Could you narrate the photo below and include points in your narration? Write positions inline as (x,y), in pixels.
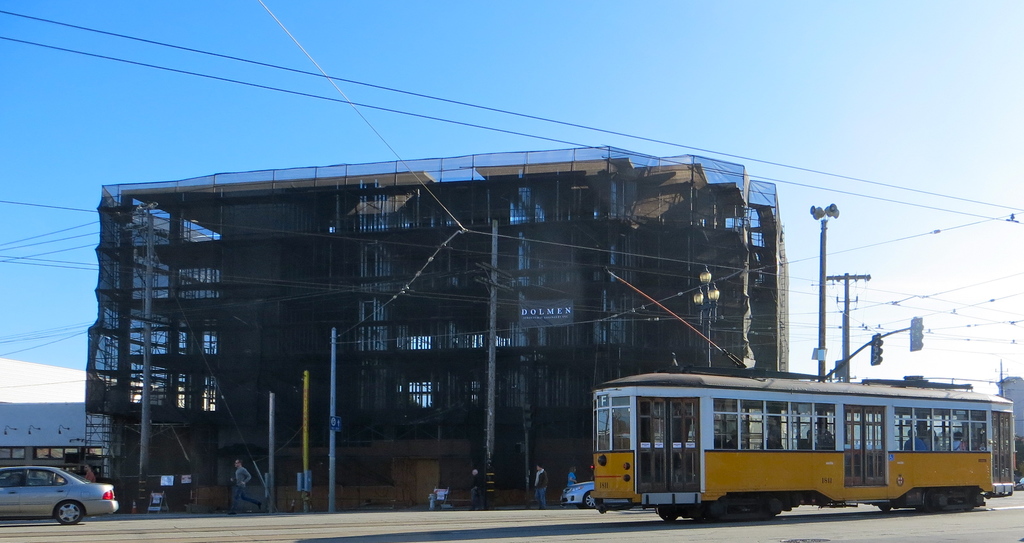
This image consists of a building (215,355). There is a car (17,474) at the bottom (6,487). There is a tram (777,388) on the right side (779,402). There is sky (675,120) at the top (459,128).
